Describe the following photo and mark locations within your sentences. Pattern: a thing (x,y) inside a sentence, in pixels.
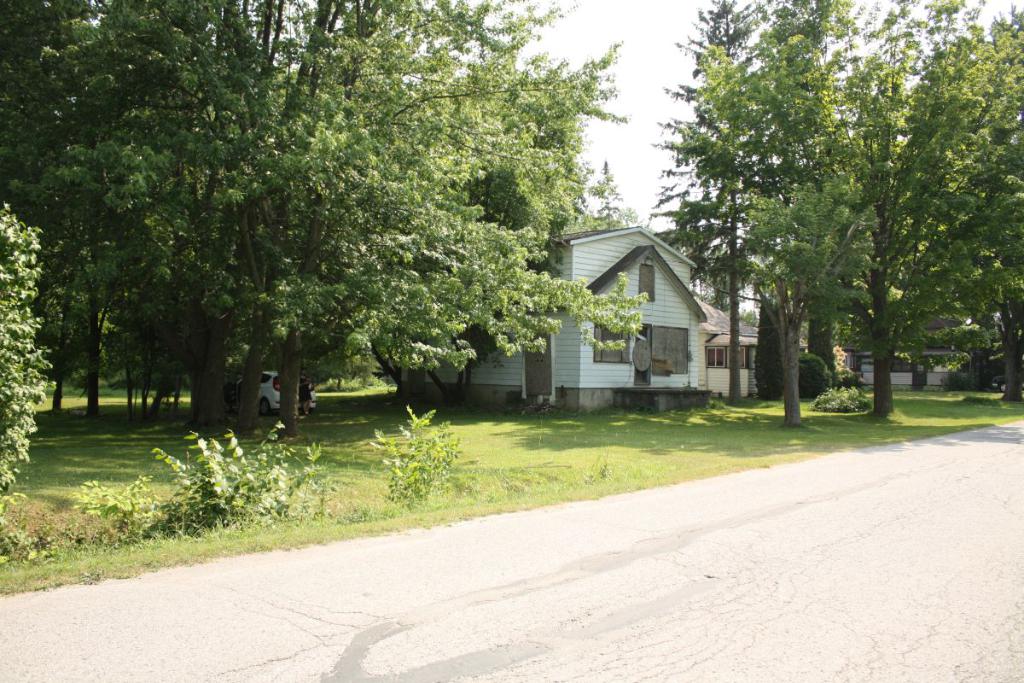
In this image I can see few trees (290,414), houses (722,376), windows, vehicle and grass (561,426). The sky (615,158) is in white color.
